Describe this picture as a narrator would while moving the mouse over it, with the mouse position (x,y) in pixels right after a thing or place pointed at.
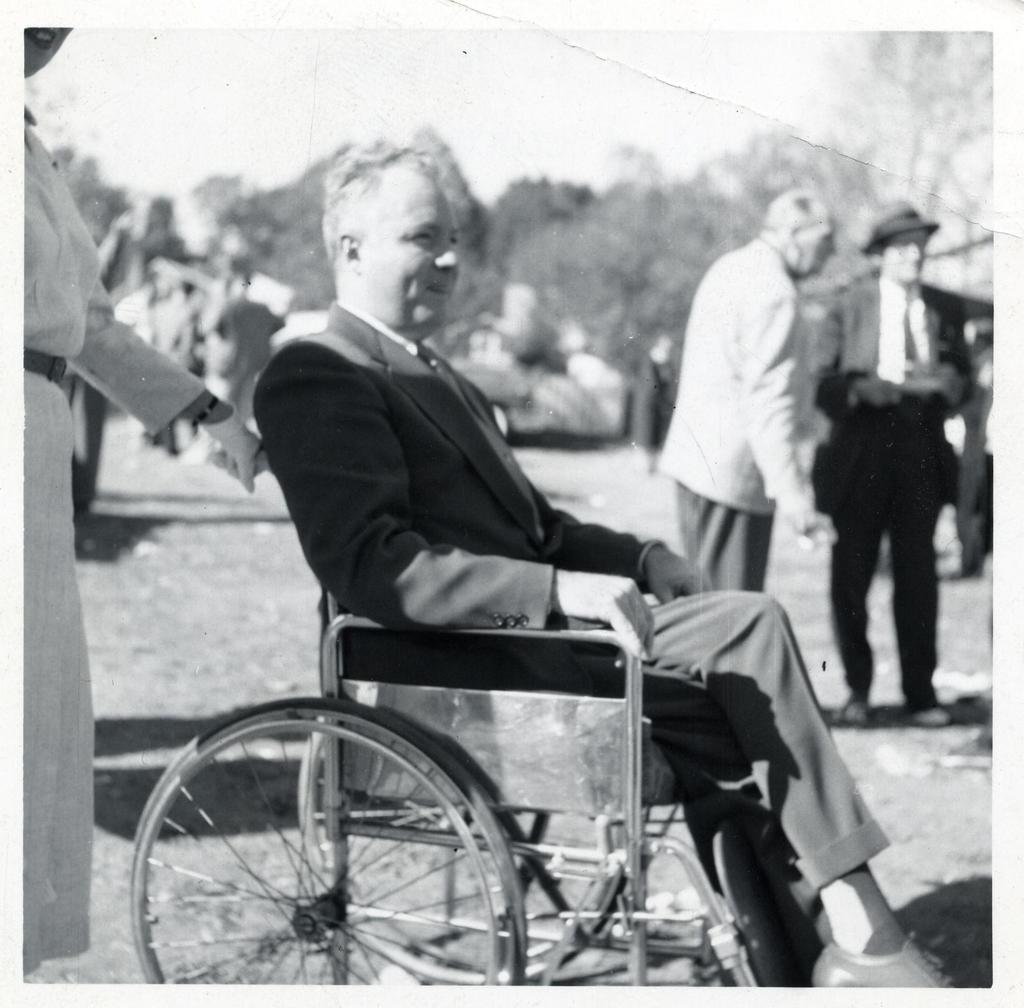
In this picture we can observe a person (484,518) sitting in the wheel chair (355,704) wearing a coat (401,519). There are some people (693,358) standing on the ground (161,633). In the background (584,257) there are trees (911,128) and a sky (449,93). This is a black and white image.
